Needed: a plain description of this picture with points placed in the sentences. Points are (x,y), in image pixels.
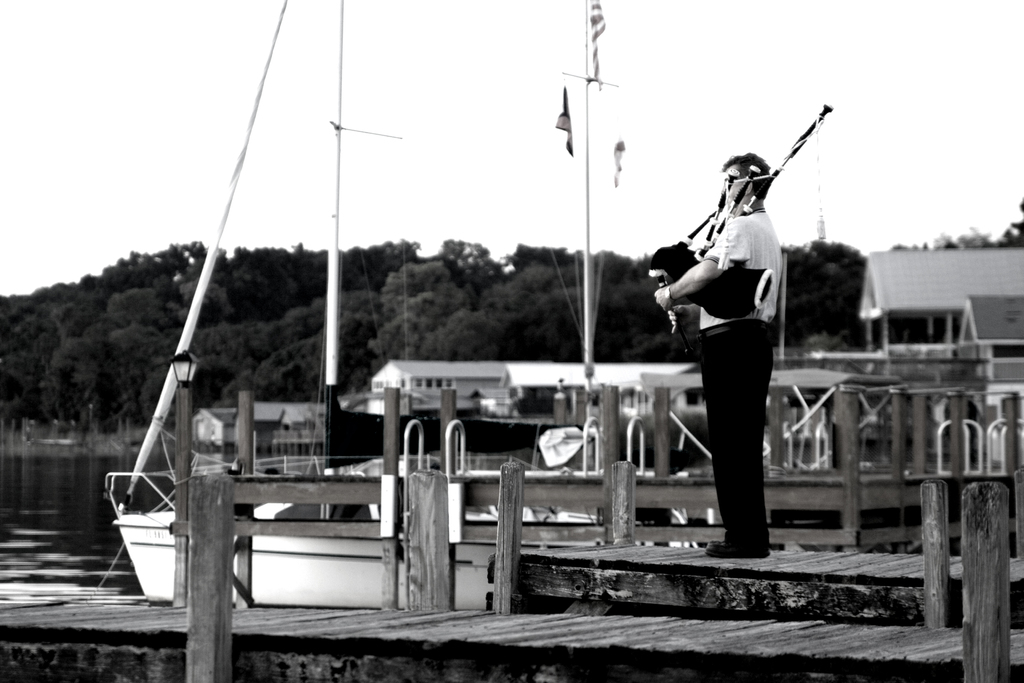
In this picture we can see a man (749,241) holding a musical instrument (712,305) with his hand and standing on the platform (591,590) and in front of him we can see a boat (137,546) on the water (51,495), buildings (562,376), poles (170,388), flags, trees (242,368) and some objects (206,526) and in the background (206,225) we can see the sky (131,139).
